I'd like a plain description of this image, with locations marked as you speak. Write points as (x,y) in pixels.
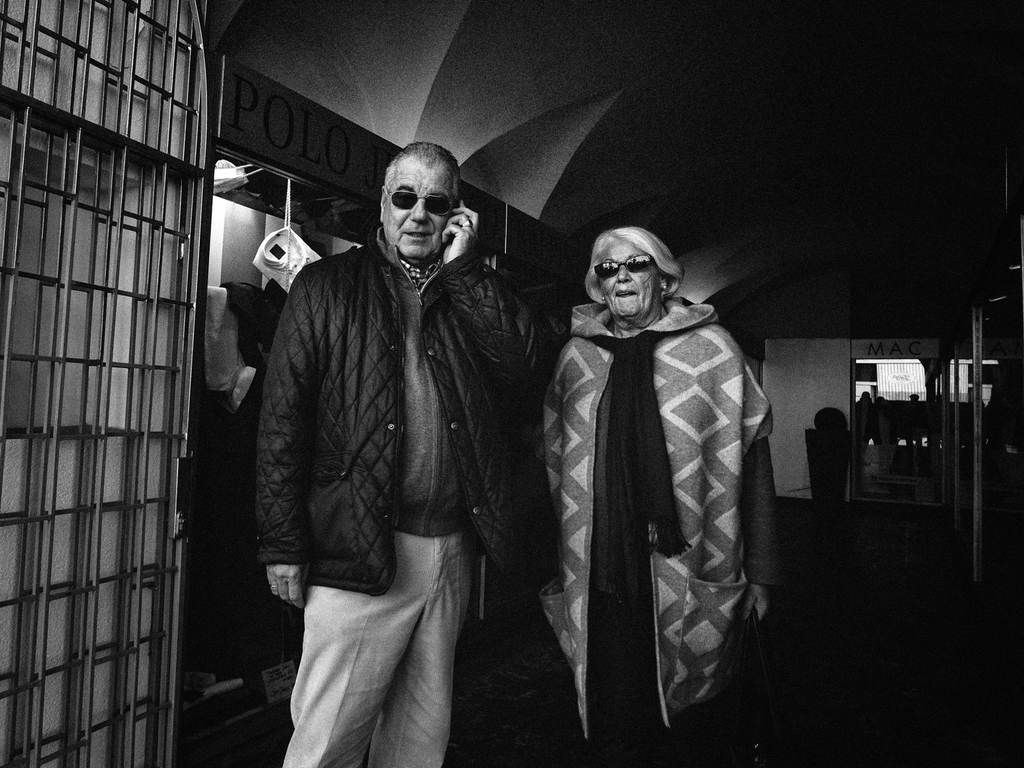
In this image I can see two persons (327,629) are standing in the front (326,538) and I can see both of them are wearing jackets (395,506) and shades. In the background (264,266) I can see few clothes (252,395) and I can also see something is written on the both sides of this image. On the left side (123,707) I can see iron bars (160,294) and I can also see this image is black and white in colour.
